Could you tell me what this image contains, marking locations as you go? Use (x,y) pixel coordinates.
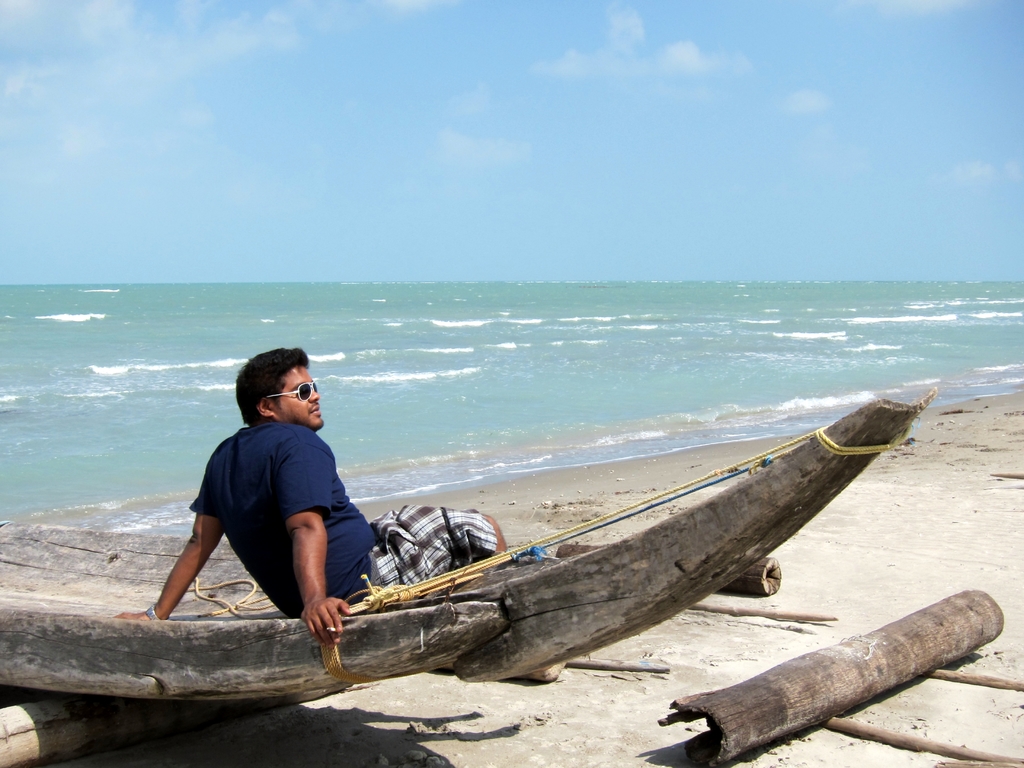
In this image in the center (350,506) there is one man (339,491) who is sitting on boat (203,622), and also there are some wooden sticks (762,690). In the background (502,327) there is a beach (703,324), on the top of the image (567,150) there is sky (606,171).
